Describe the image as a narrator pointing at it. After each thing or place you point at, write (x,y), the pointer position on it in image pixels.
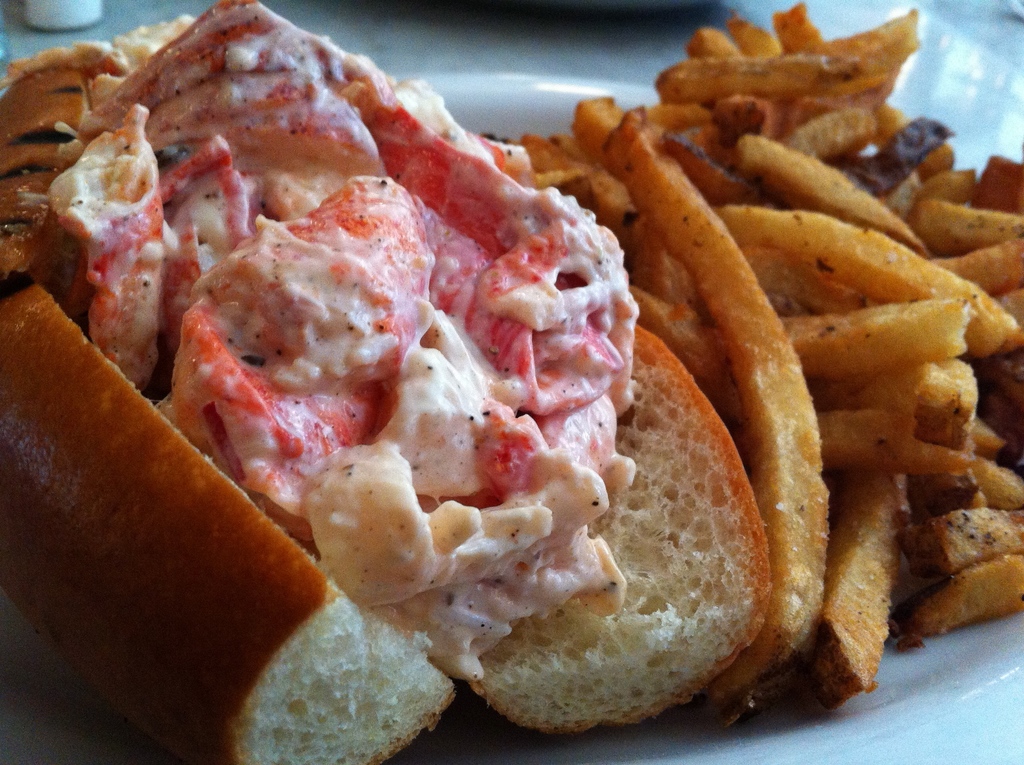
In this image we can see there is a lobster roll (458,398) and french fries (762,316) on a plate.
